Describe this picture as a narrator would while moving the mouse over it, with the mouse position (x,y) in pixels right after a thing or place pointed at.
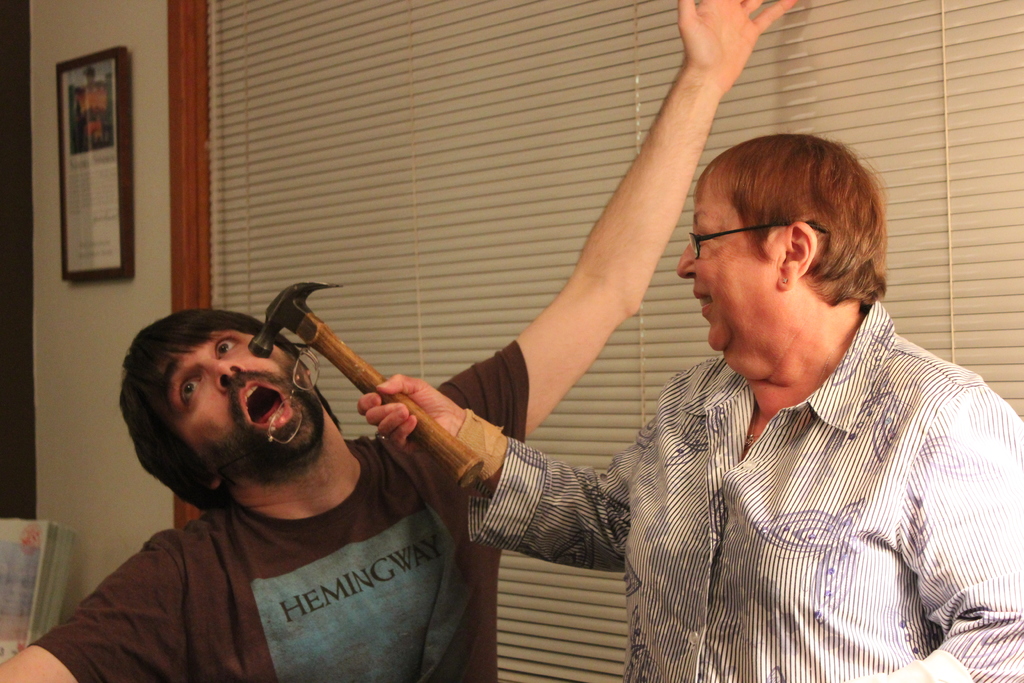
In this image I can see two persons (400,426), the person (768,479) at right (768,479) wearing white shirt (729,478) holding hammer (436,433) and the person (279,565) at left (279,565) wearing black shirt (259,541), at the back (135,47) I can see wall (149,49) in white color and a frame (115,107) attached to it.
